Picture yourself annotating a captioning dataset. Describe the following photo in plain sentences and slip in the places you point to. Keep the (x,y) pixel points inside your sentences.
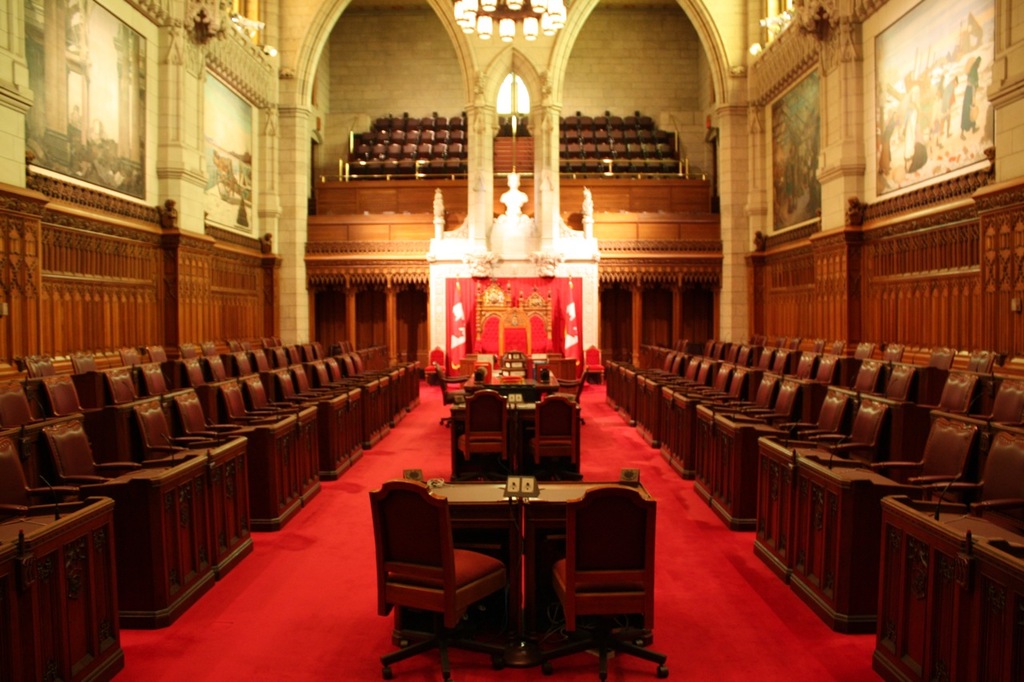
In this image I see the inside of a building (437,72) and I see number of chairs (787,355) and I see few tables (525,372) and I see the frames (60,86) on the wall (828,135) and I see the lights (544,8) over here and I see the path (681,625).
